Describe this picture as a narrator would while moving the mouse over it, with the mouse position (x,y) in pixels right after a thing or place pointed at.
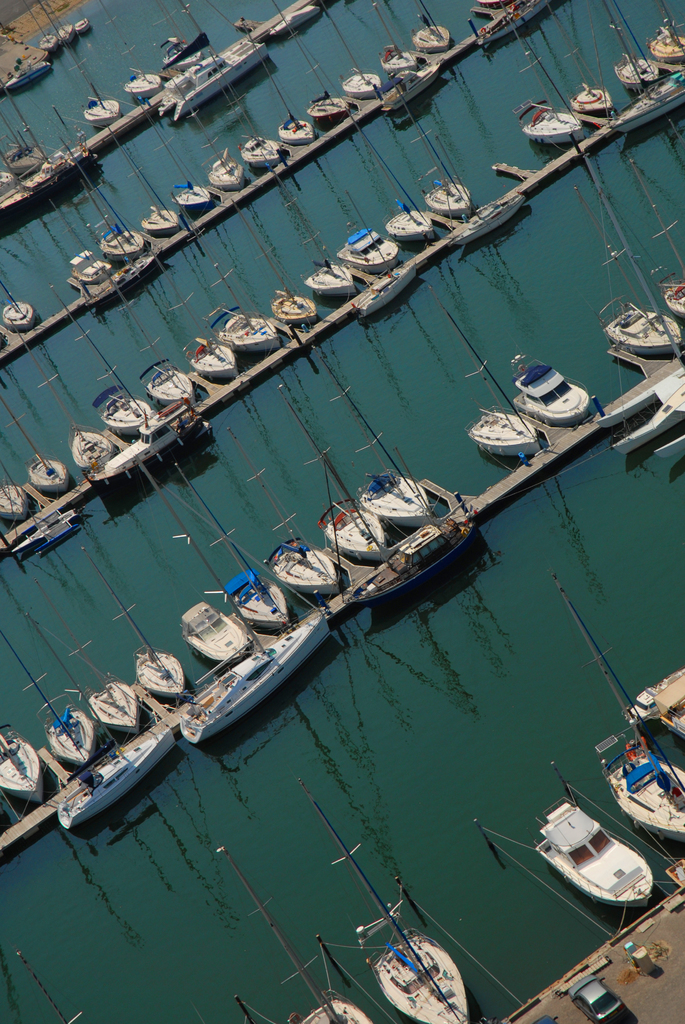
In this picture we can see boats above the water (493,710), bridges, poles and car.
